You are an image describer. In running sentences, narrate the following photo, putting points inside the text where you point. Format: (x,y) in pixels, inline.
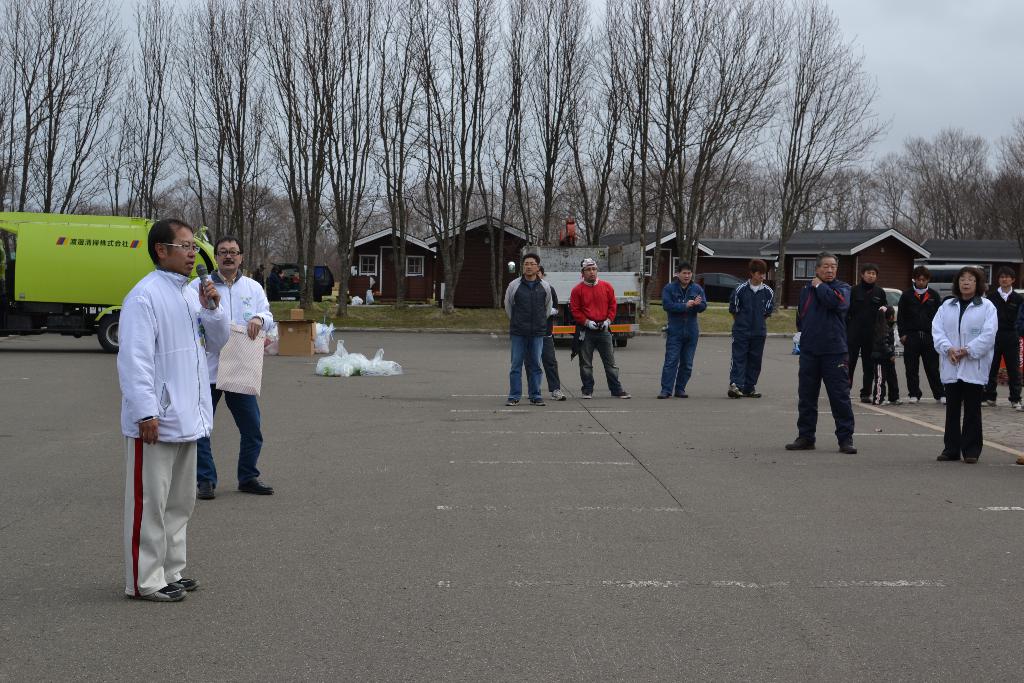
In this picture we can see group of people (250,413), on the left side of the image (193,439) we can see a man (189,341), he is holding a microphone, beside him we can see another man (229,240), he is holding a bag (235,358), in the background (359,357) we can find few plastic bags (347,351), vehicles (79,230), trees (780,240) and houses (747,251).
